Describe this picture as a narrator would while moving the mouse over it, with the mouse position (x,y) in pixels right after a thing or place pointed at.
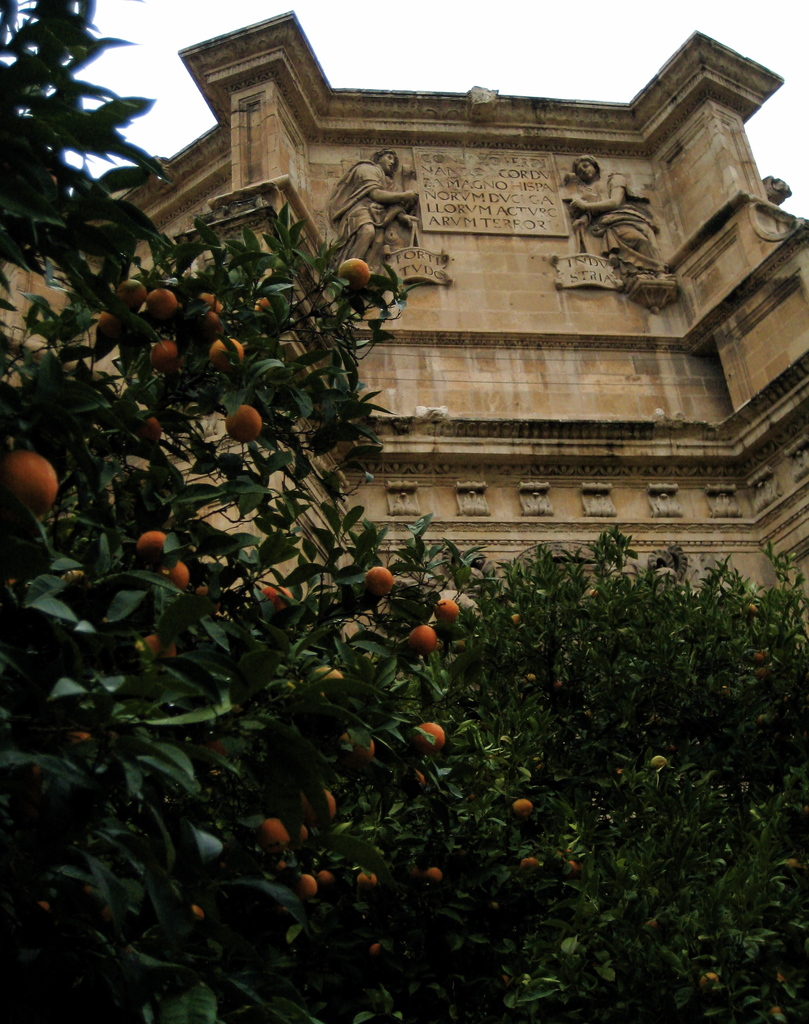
At the bottom (400,776), we see the trees (364,747) which have fruits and these fruits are in orange color. In the background (475,478), we see a building (498,441) or a castle (449,310). We see the stone carved statues (390,170). On top of the building (524,121), we see a board (558,216) with some text (470,208) written on it. At the top (411,58), we see the sky (385,45).
